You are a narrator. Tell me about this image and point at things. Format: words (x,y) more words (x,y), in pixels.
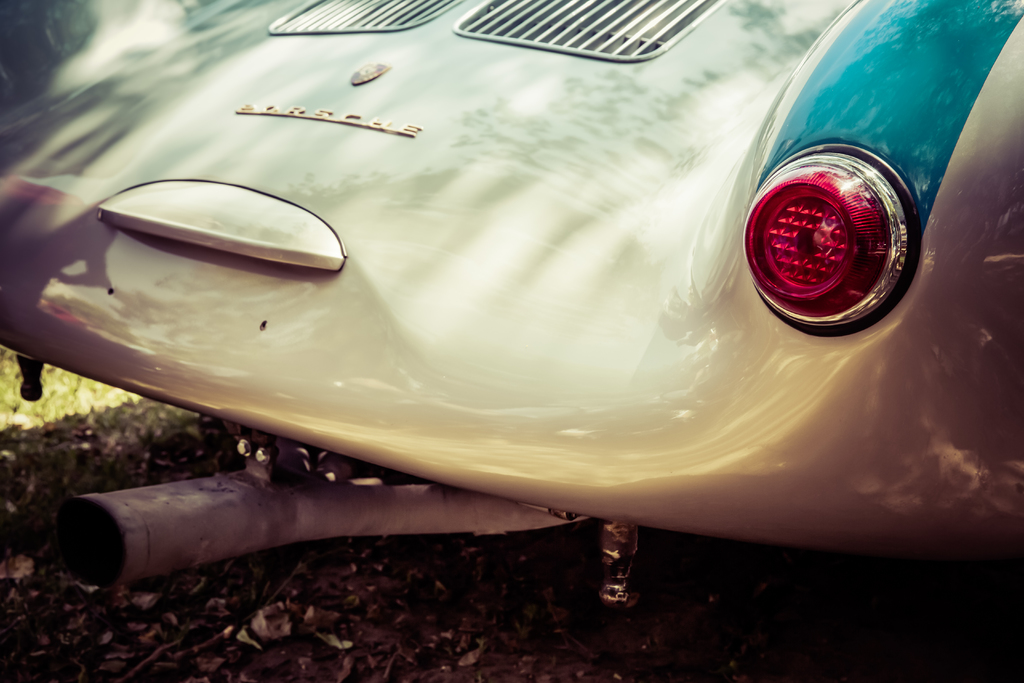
This is a back part (308,55) of a vehicle (333,49). In this picture we can see a logo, some text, grills (628,30), a taillight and other objects (375,514). Some leaves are visible on the ground (459,584).
